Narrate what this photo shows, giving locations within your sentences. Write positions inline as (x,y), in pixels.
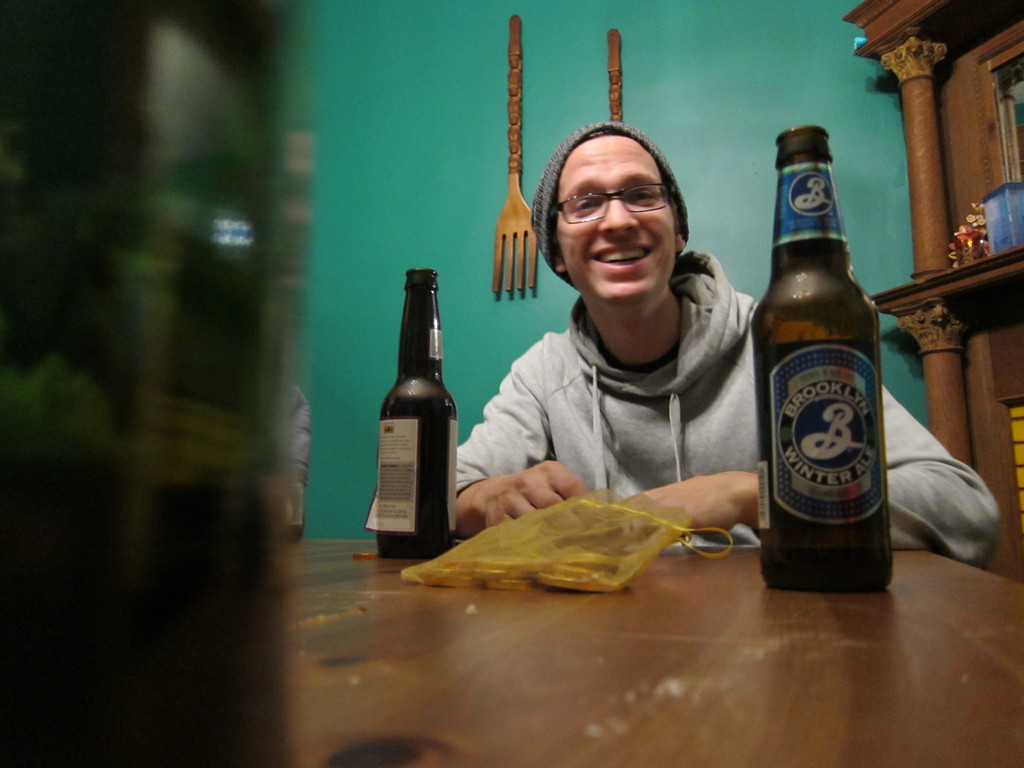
In this image I can see a person (628,388) wearing spectacles (600,219) and he is laughing. In-front of him there are two beer bottles (839,526) on the table (734,678). At the back (520,52) there is a fork (514,87) hanging to the wall (744,76) and at the right (969,136) there is a cupboard (985,149).
